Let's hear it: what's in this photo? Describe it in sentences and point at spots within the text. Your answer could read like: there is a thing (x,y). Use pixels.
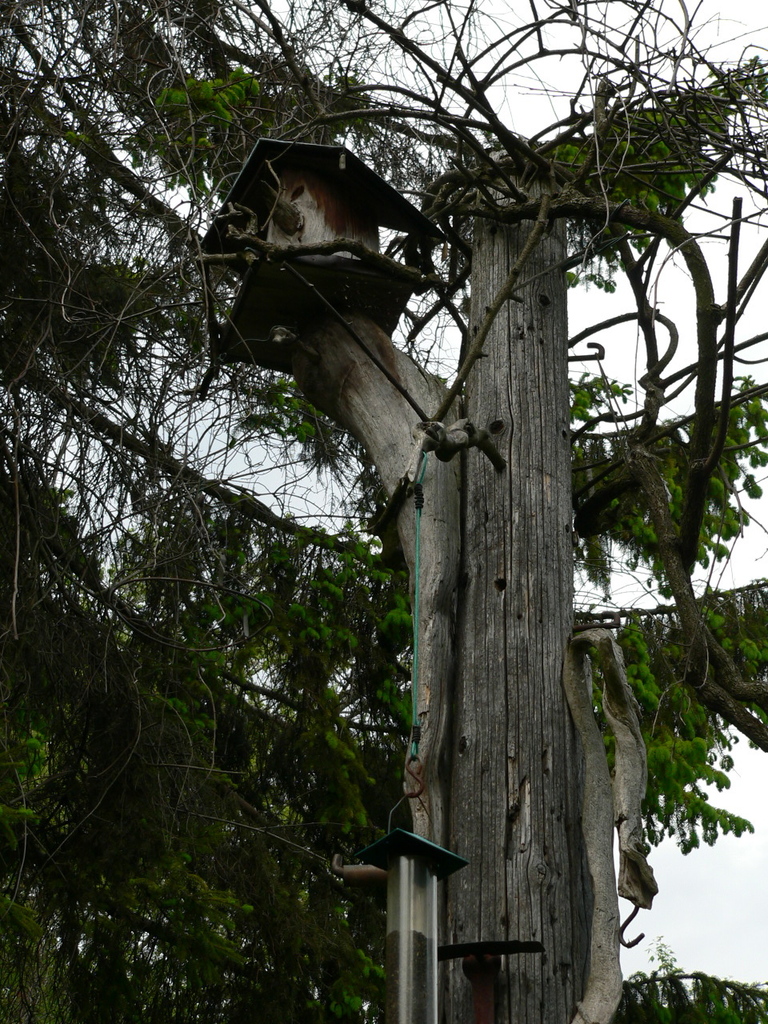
In this picture we can see leaves (160,226), branches (182,265), birdhouse (236,309) on tree trunk (478,772) and bird feeder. In the background of the image (724,866) we can see the sky (724,866).
